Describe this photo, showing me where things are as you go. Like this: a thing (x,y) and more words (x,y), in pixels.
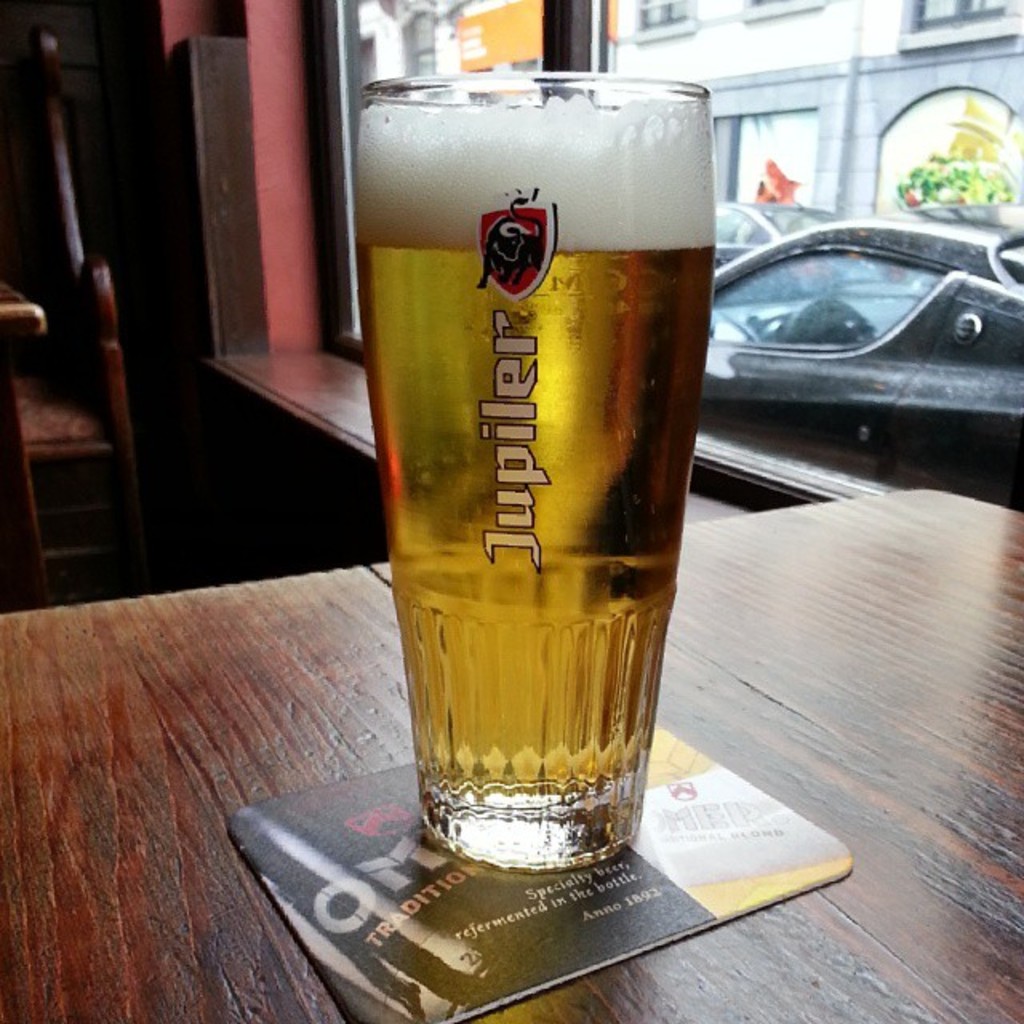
There is a glass (516,190) which is filled with drink (600,589) and is on the card (709,779) which is on the wooden table (328,690). In the background (308,31), there is a glass window (893,91). Through this window (308,31), we can see there are vehicles (746,210) and there are buildings (804,36).
